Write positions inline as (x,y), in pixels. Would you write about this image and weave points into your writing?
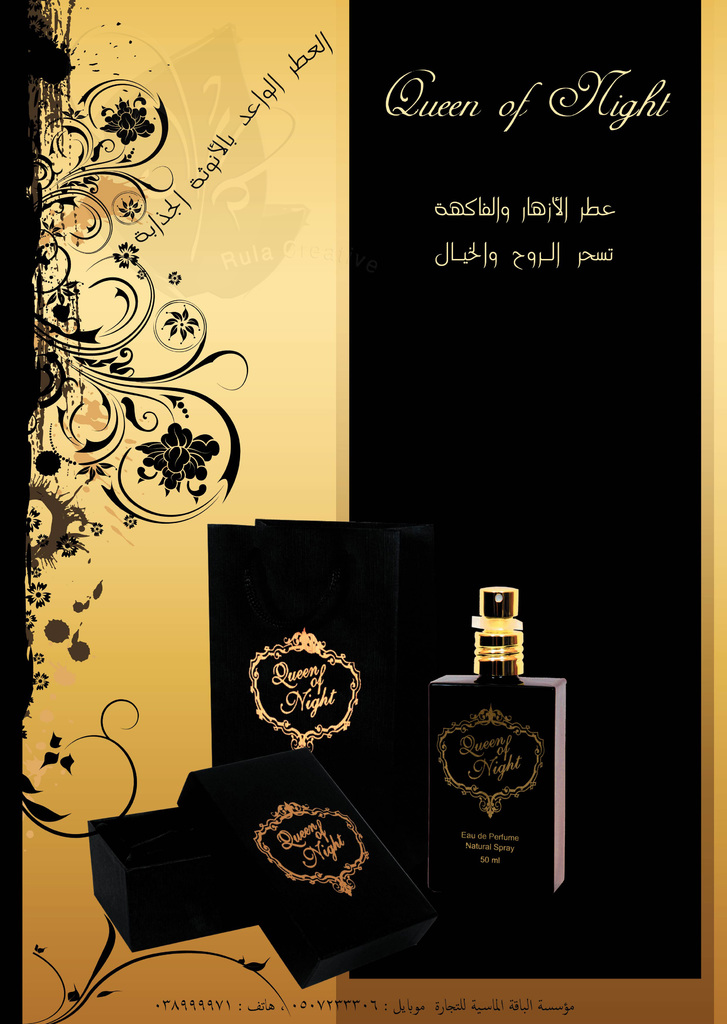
This is a poster (474,241). On the left side of the image (68,344) there is a floral design (115,972) and at the bottom (462,852) there are boxes (252,809) and there is a bottle (447,855). At the top right (572,223) there is a text (547,222). At the bottom (411,1005) there is a text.
